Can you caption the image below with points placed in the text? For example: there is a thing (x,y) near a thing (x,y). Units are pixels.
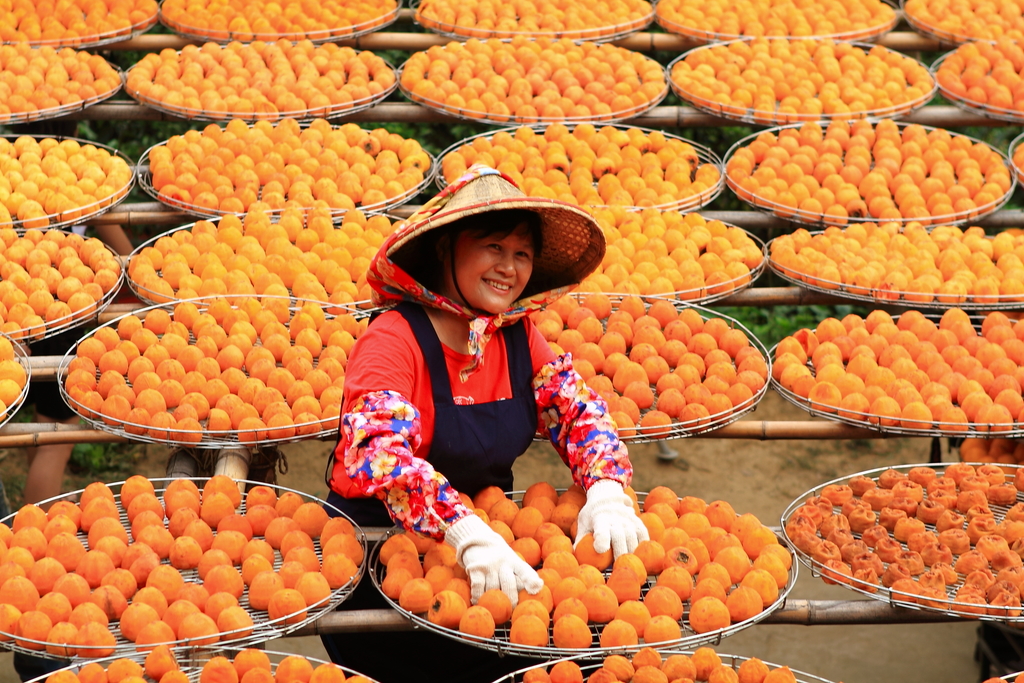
In this image there is a person (510,371) having a smile on her face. Around her there are wooden poles (851,622). On top of it there are persimmons (667,336) in plates (328,267). At the bottom of the image (838,464) there is dirt (835,590) on the surface (12,681).
